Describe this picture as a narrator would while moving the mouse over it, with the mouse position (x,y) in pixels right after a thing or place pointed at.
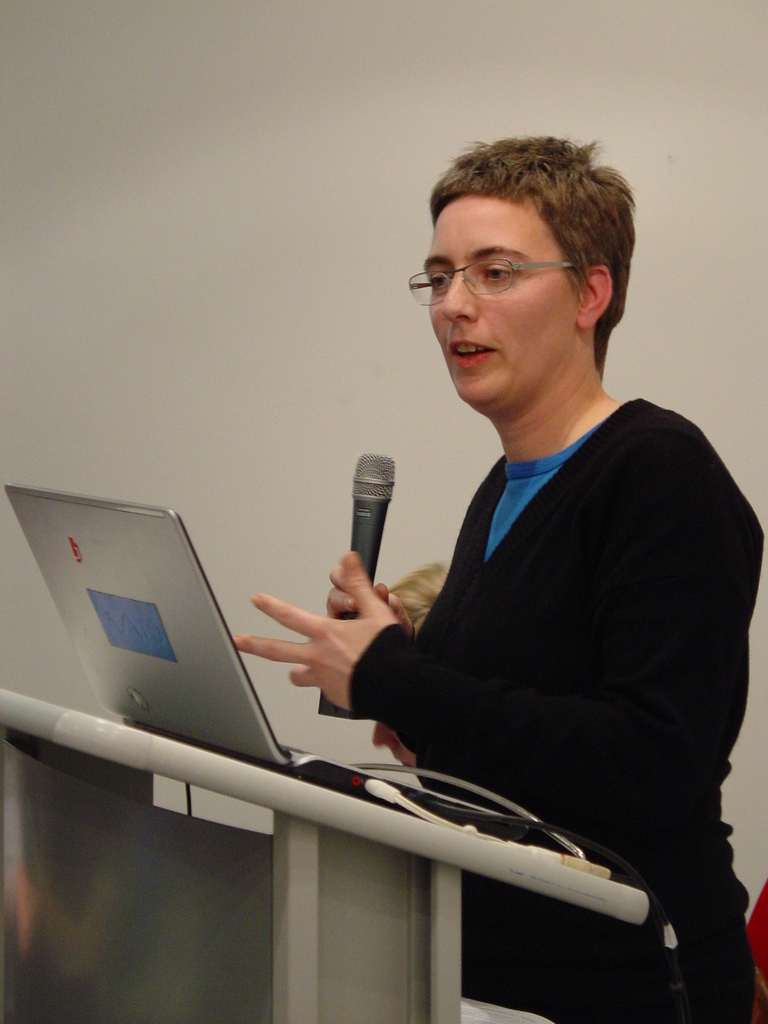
This image consists of a person (564,702) wearing a black jacket (568,580) and holding a mic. In front of the person (482,663), there is a podium (199,1023) on which a laptop (186,669) is kept. In the background (350,211), there is a wall (291,204).
